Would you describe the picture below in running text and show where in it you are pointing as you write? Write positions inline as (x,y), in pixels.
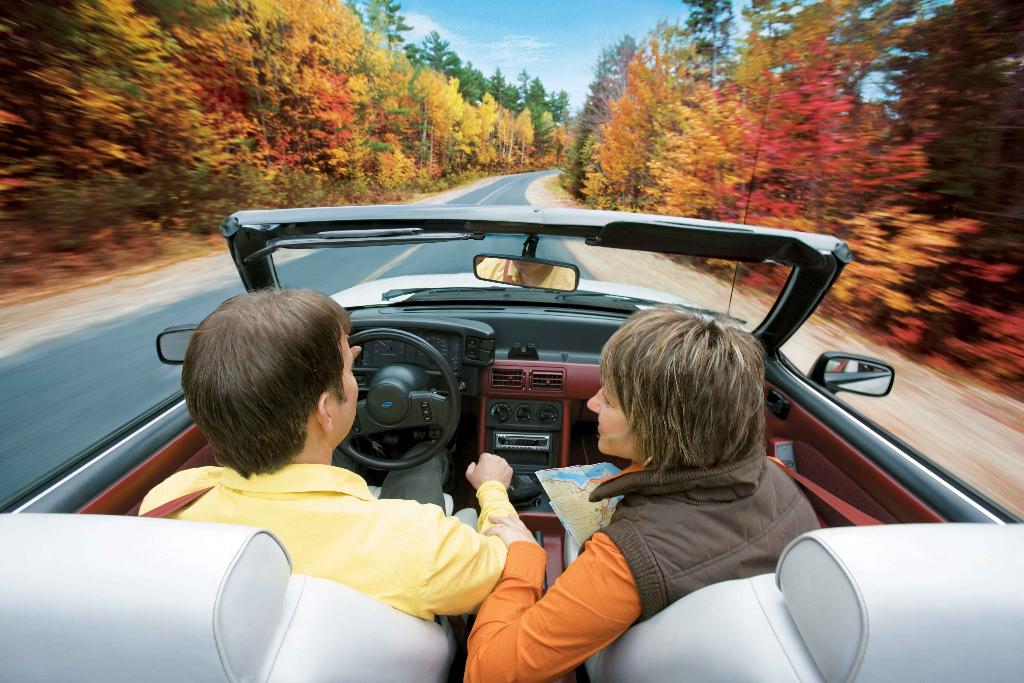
In this picture we can see two persons (240,510) riding a car (415,376) on the road (128,332). In front of the car (430,283), there are trees (491,105) and the sky (542,42).
